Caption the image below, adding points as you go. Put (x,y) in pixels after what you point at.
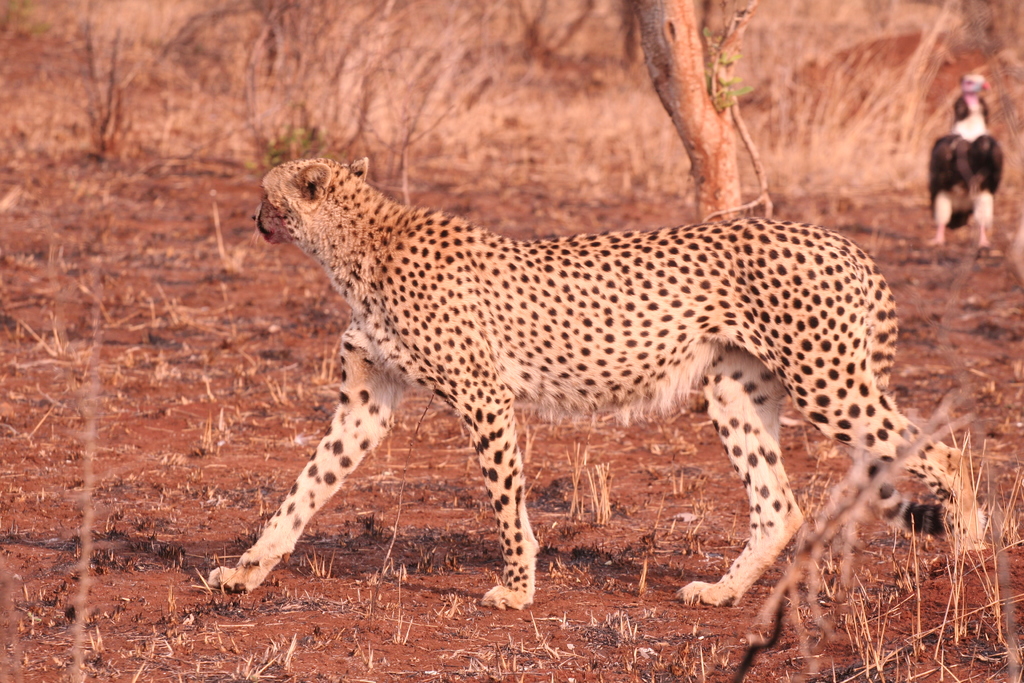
In this image in a center there is a cheetah (549,321), and in the background (980,182) there is another animal (955,156) and trees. At the bottom (127,543) there is sand (708,532) and grass (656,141).
